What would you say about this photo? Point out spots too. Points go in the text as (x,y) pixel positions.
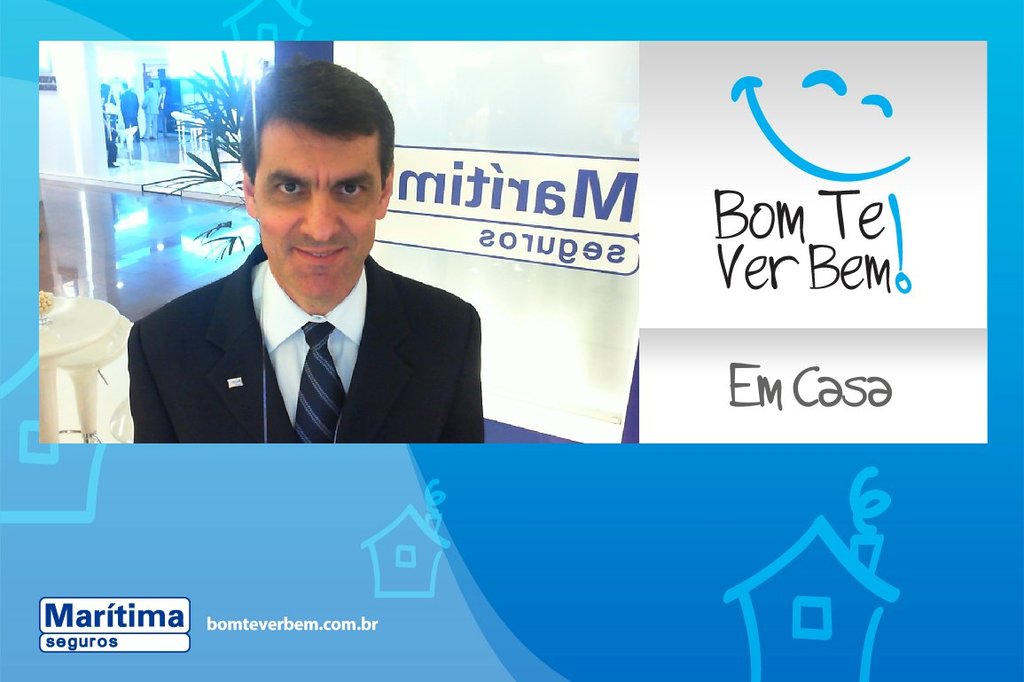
This image consists of a poster (428,560). On this poster (659,460), I can see some text (122,626) and an image (285,226). In the image (322,258), I can see a man (283,263) smiling and giving pose for the picture. At the back of this man (339,239) there is a banner (503,256) and a plant (214,171) and also there is a table (85,322). In the background (107,113) there are some more people (150,89) standing on the floor (147,152) and also there is a wall (72,103).
